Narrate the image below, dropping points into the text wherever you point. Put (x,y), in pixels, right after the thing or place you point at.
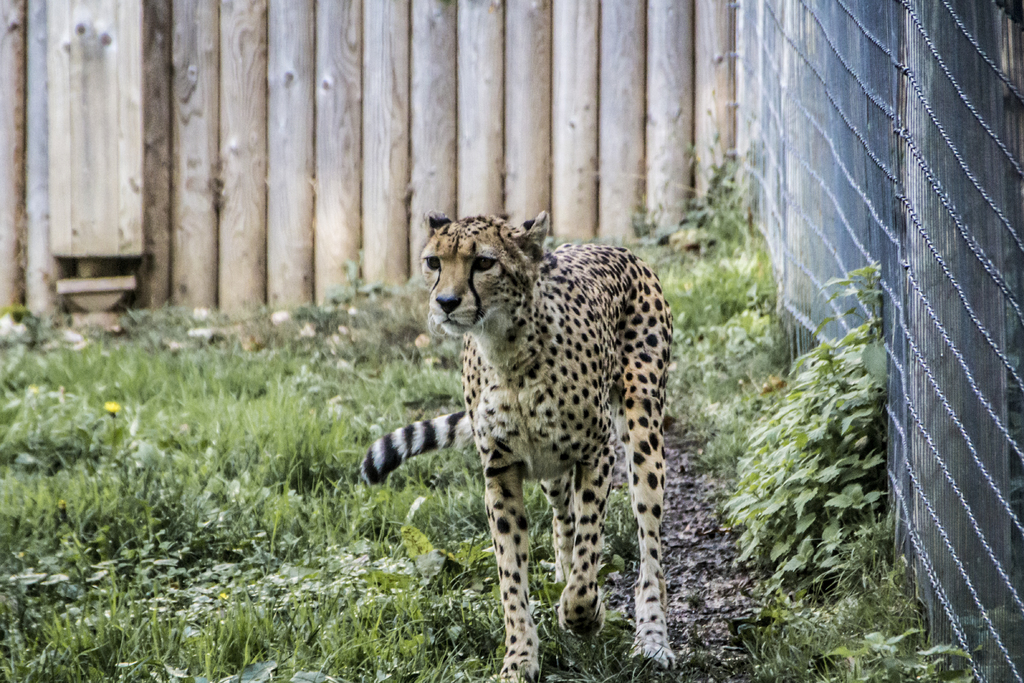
In this picture we can see a cheetah (611,463), beside to the cheetah (498,386) we can find few plants (751,456) and fence (912,285).
